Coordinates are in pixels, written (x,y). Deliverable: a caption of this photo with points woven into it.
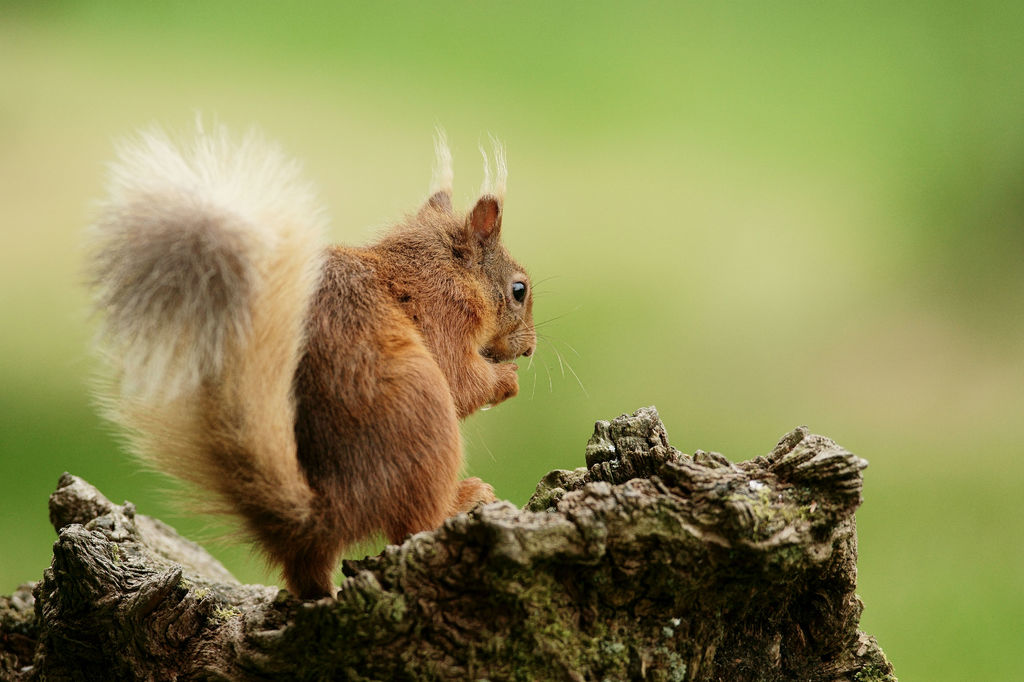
In the image in the center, we can see one wood (516,592). On the wood (449,563), we can see one squirrel (411,405), which is in brown and white color.
